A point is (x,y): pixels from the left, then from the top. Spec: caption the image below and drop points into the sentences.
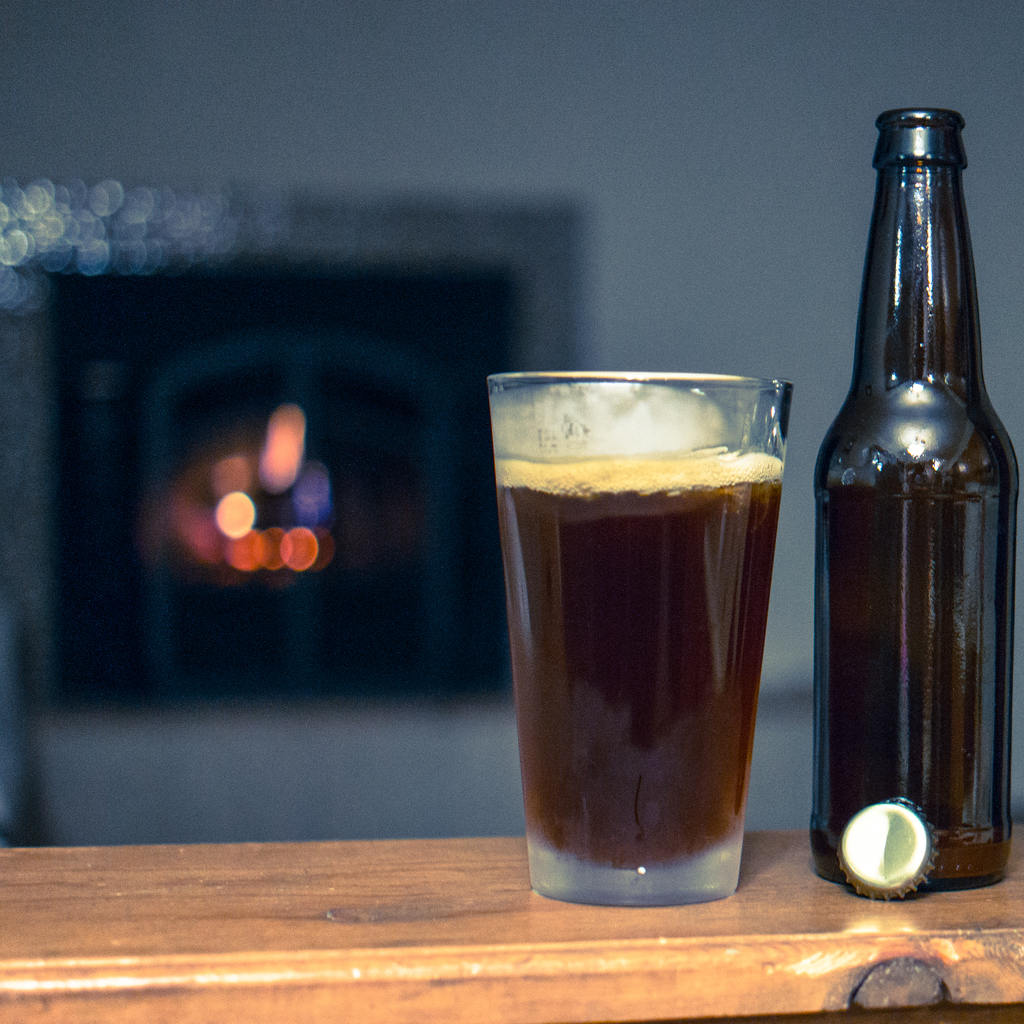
In this image we can see a bottle (859,493) and a glass (558,656) on the table (648,909), in the glass (623,787) we can see some brown color liquid (599,530), in the background (343,201) we can see the wall (475,72) with a fireplace (298,548).
